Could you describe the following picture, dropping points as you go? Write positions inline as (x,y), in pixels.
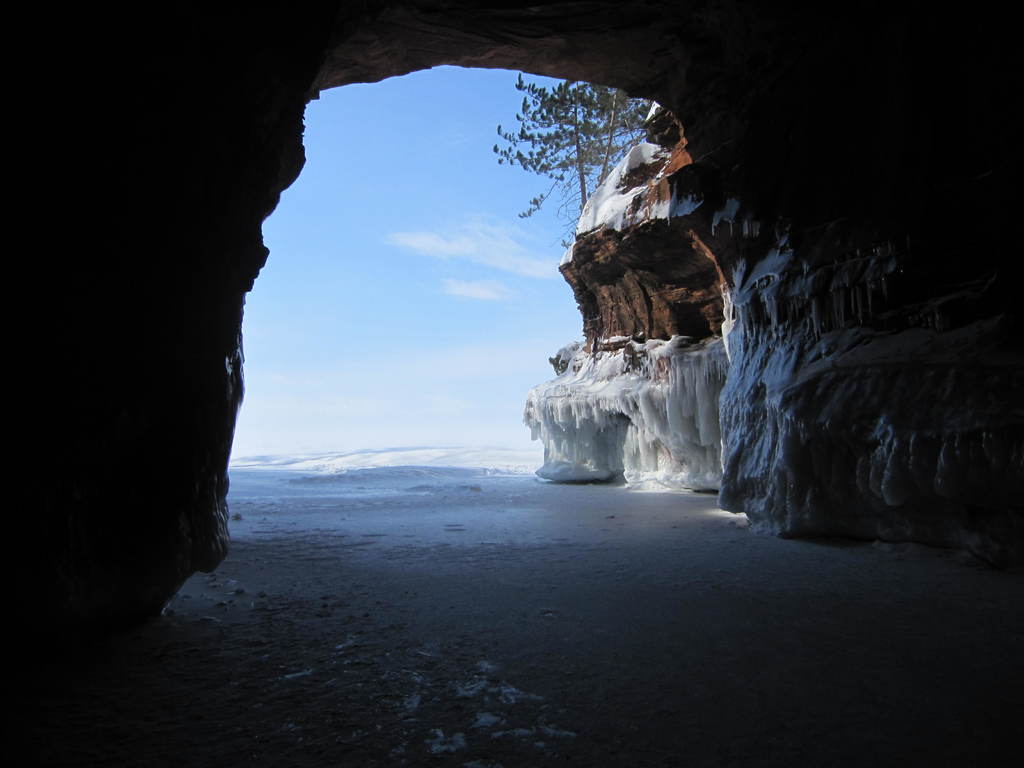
In this image we can see there is a cave (42,37), ice (731,401) and tree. In the background (552,214) we can see cloudy sky (363,269).
